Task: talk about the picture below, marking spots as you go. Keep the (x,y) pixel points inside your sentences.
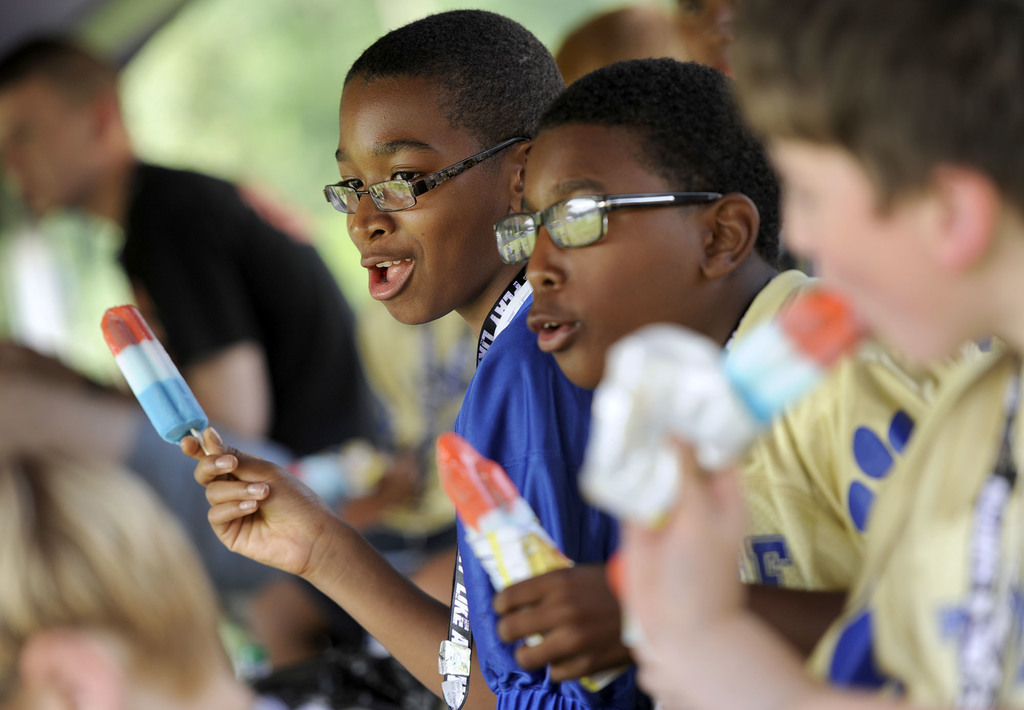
In this image I can see there are few boys (877,314) holding ice cream (831,301) on their hand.
